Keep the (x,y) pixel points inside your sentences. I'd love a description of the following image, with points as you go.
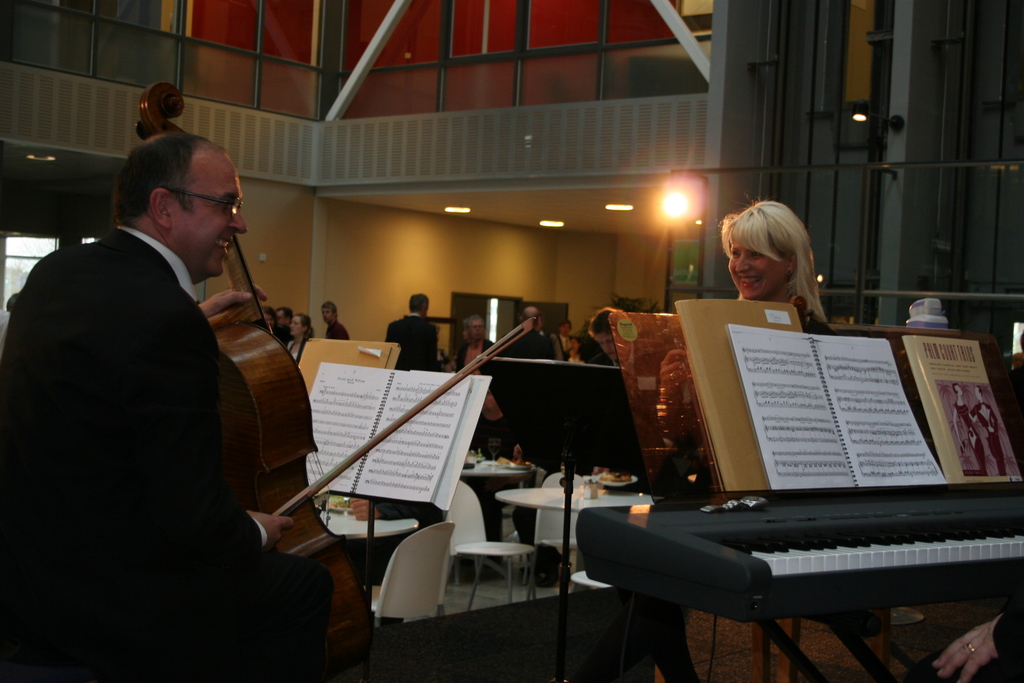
This is a picture taken in a room (993,242). The man (105,366) in black blazer (116,436) playing a music instrument (241,445) in front of the man (145,397) there is a woman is also looking at the man (134,384). Background of the woman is wall (412,245) with lights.
